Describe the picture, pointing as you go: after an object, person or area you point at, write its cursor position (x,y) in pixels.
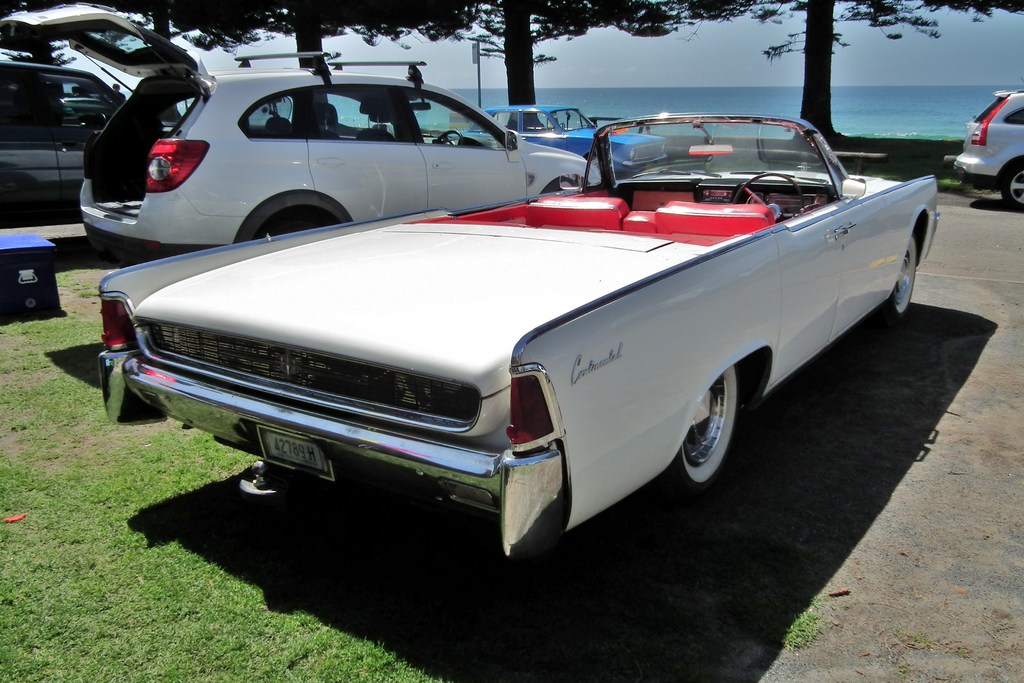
In the image there are different cars (720,149) and behind the cars (125,32) there are trees (515,65) and behind the trees (661,17) there is a water surface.
